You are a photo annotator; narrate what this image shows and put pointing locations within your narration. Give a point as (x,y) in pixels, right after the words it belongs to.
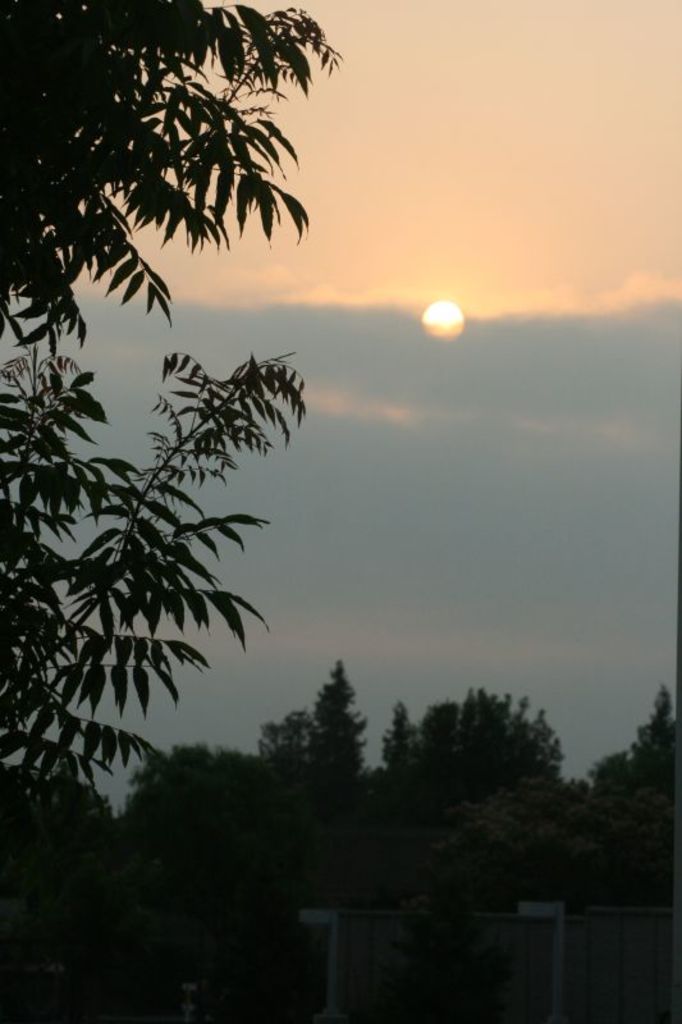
In this image I can see trees (295,812), background (536,621) I can see sky (497,671) in blue and white color.
